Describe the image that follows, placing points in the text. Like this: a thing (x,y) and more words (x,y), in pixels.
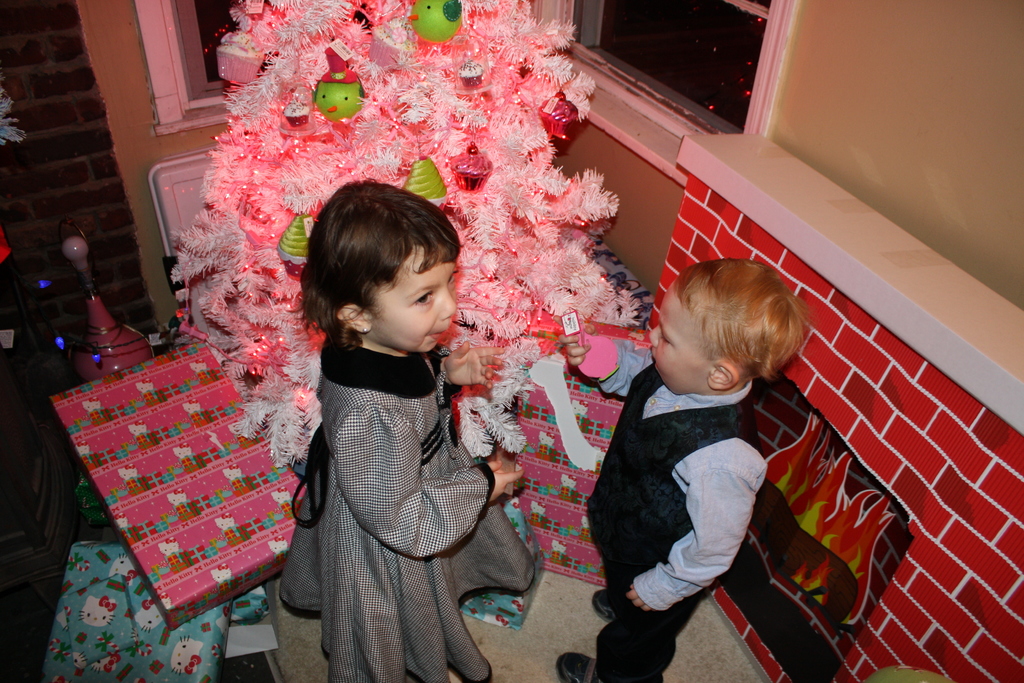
In this image we can see two kids (444,546) standing and holding the objects (507,463), we can see a christmas tree (396,133) with lights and some objects (470,71) on it, there are windows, gift boxes (157,576) and the wall (66,229).
